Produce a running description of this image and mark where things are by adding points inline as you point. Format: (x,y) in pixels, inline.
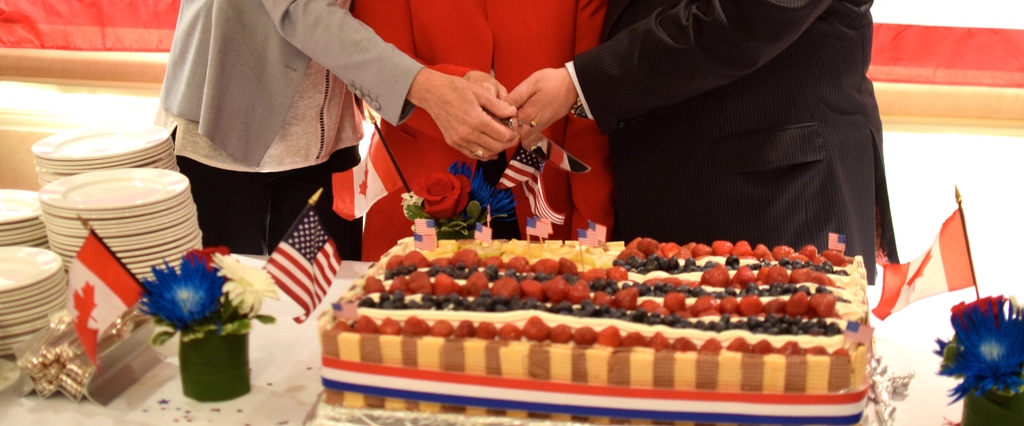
On this table (275,309) there are plants (226,326), flags (297,252), plates (124,216) and cake (732,357) with rose (429,200). These three people (698,44) are holding a knife (539,150) near this cake (559,295).
